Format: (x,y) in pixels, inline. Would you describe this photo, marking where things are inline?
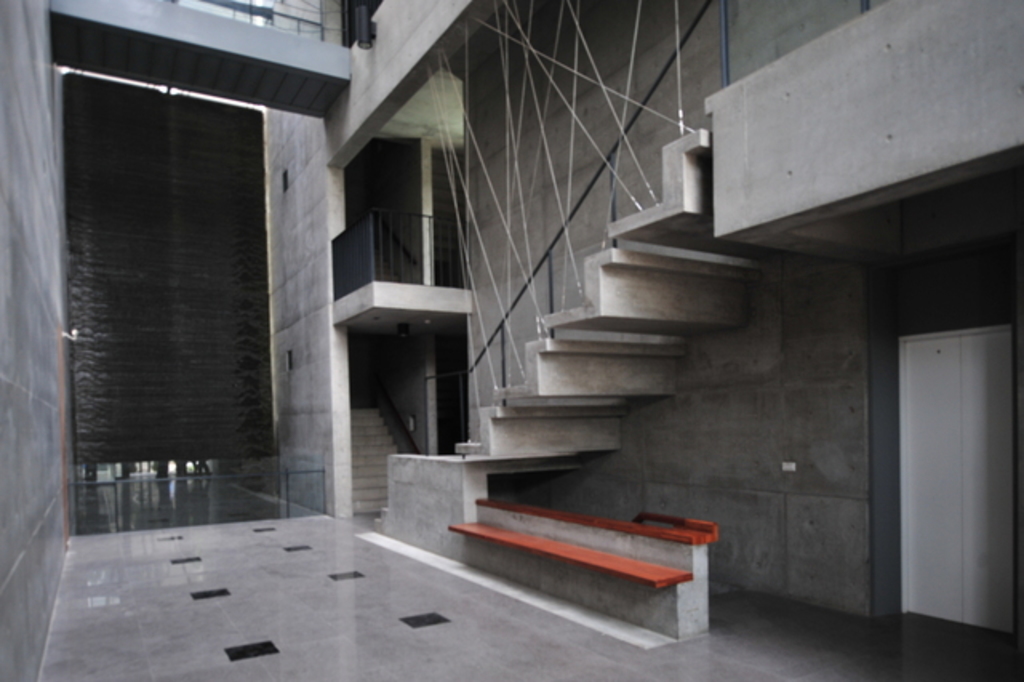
In this image we can see doors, staircases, poles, grille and the wall (174,446), also we can see the floor (237,600) and a bench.
